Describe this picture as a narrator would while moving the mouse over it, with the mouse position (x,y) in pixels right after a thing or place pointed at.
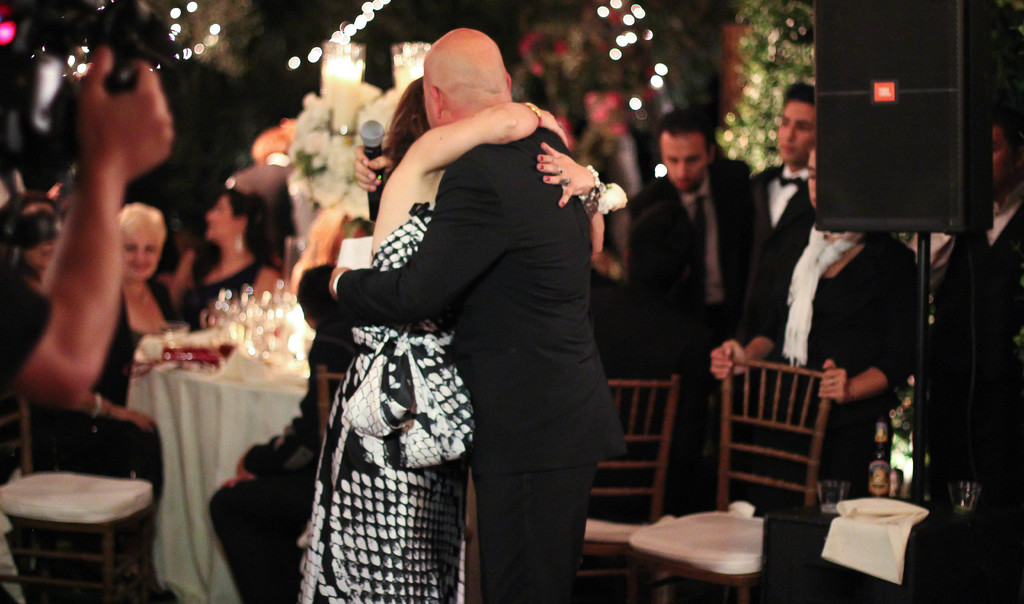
In this image I can see people (764,337) where few of them are standing and rest all are sitting. I can also see few chairs (656,533) and tables (246,408). Here I can see he is holding a mic (373,209) and here a hand (108,147) of a person (99,110) with a camera (72,31).
